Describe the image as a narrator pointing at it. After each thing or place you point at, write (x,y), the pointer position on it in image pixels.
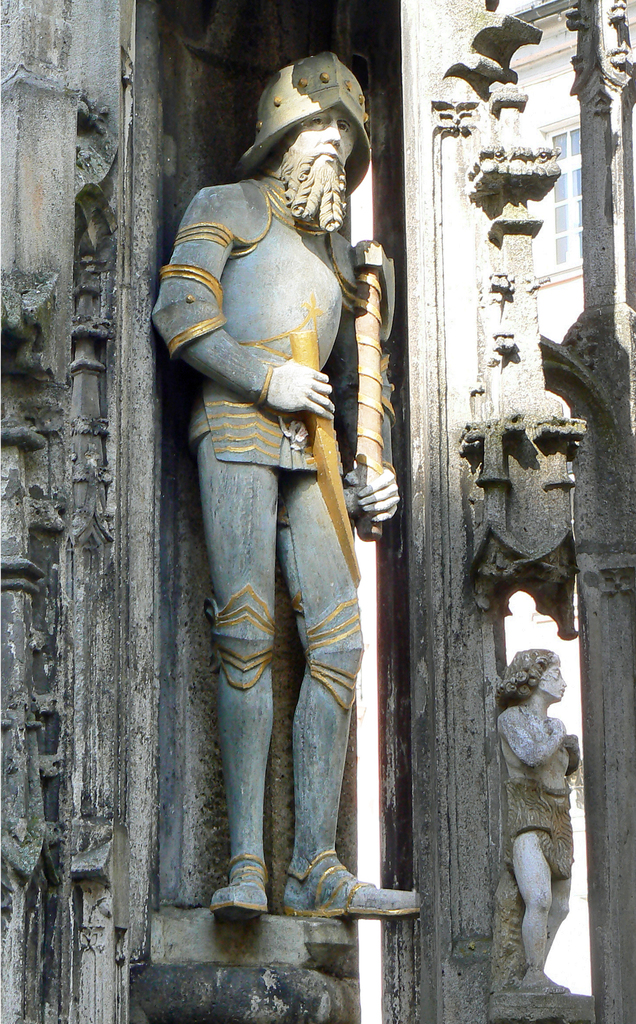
In this image, I can see the statue (258,485) of a person (255,389) standing. On the right side of the image (536,893), I can see another statue (554,864). I think these are the designs (31,889), which are carved on the stones (442,268). In the background (566,173), that looks like a window (563,195) with a glass door (563,215).
